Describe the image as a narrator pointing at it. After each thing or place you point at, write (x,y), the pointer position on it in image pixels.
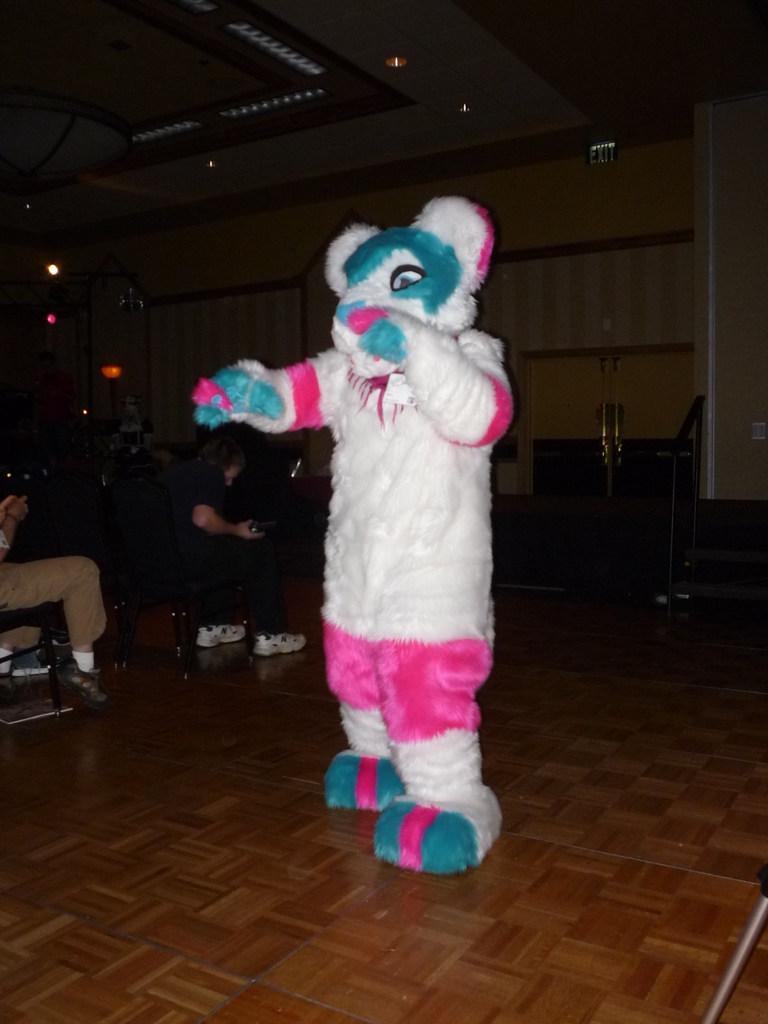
In the foreground (363,518) I can see a person (392,579) in a costume (392,579). In the background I can see a group of people (76,579) are sitting on the chairs (176,600), tables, lights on a rooftop (90,214) and a wall (542,310). This image is taken, may be in a hall (370,830).
